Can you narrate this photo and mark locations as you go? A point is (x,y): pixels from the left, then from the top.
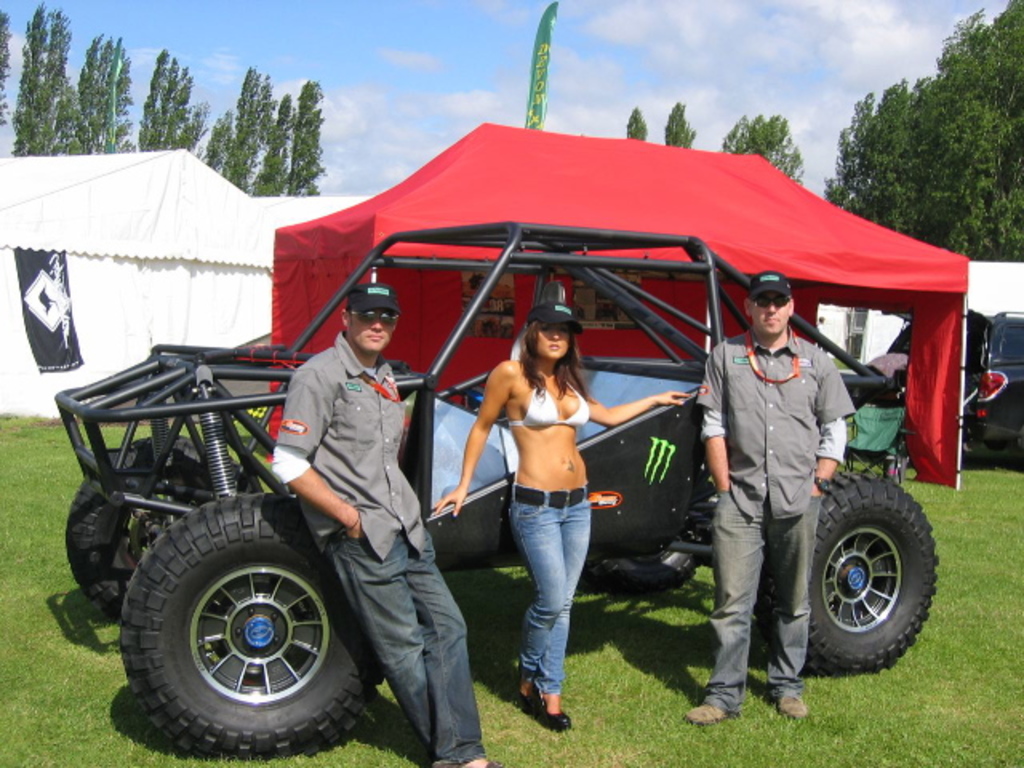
In the middle (564,453) a beautiful girl (543,589) is standing, in the right side (782,402) a man (711,375) is also standing, he wore a black color cap (764,287). Behind them there is a vehicle (496,446) and in the right side (857,127) there are trees (891,130).
